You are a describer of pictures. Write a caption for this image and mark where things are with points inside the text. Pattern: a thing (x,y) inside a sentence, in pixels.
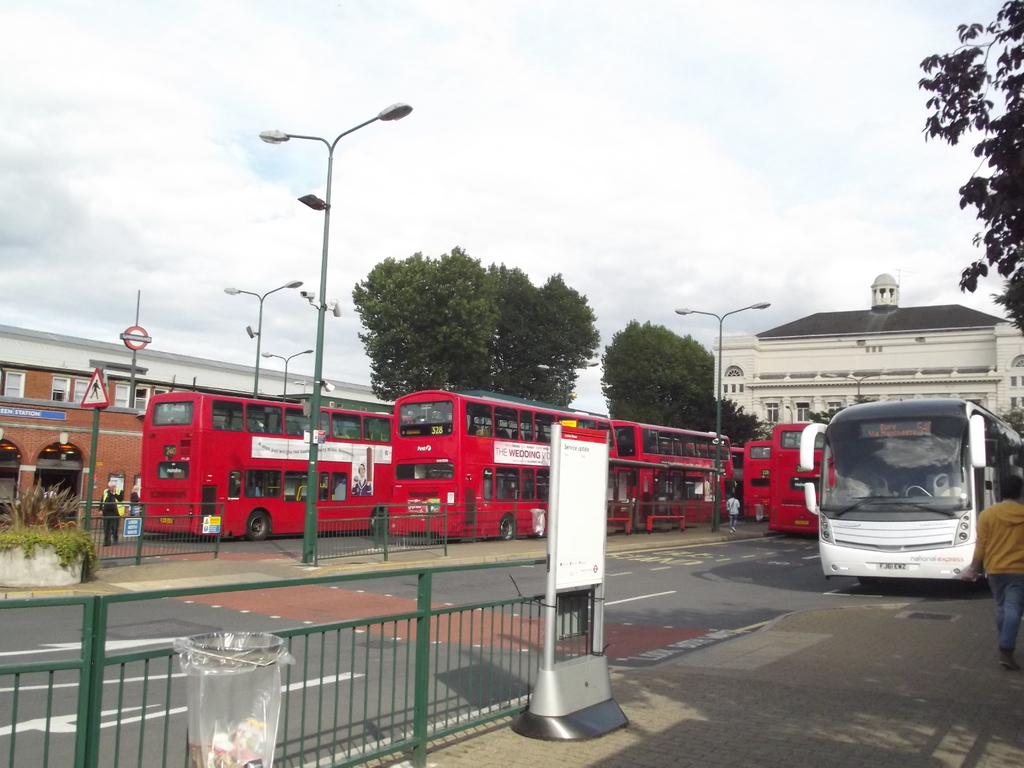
In this image we can see a group of buses (387,457) parked on the road (196,596). To the right side (1011,531), we can see a person (975,566) wearing a yellow t shirt (1005,542) is walking on the path (967,669), In the foreground of the image (233,685) we can see a metal barricade (59,665) with a cover (239,700) on it. In the background (58,459), we can see a group of trees (671,333), buildings (158,367), poles (256,355) and sky (412,156).
